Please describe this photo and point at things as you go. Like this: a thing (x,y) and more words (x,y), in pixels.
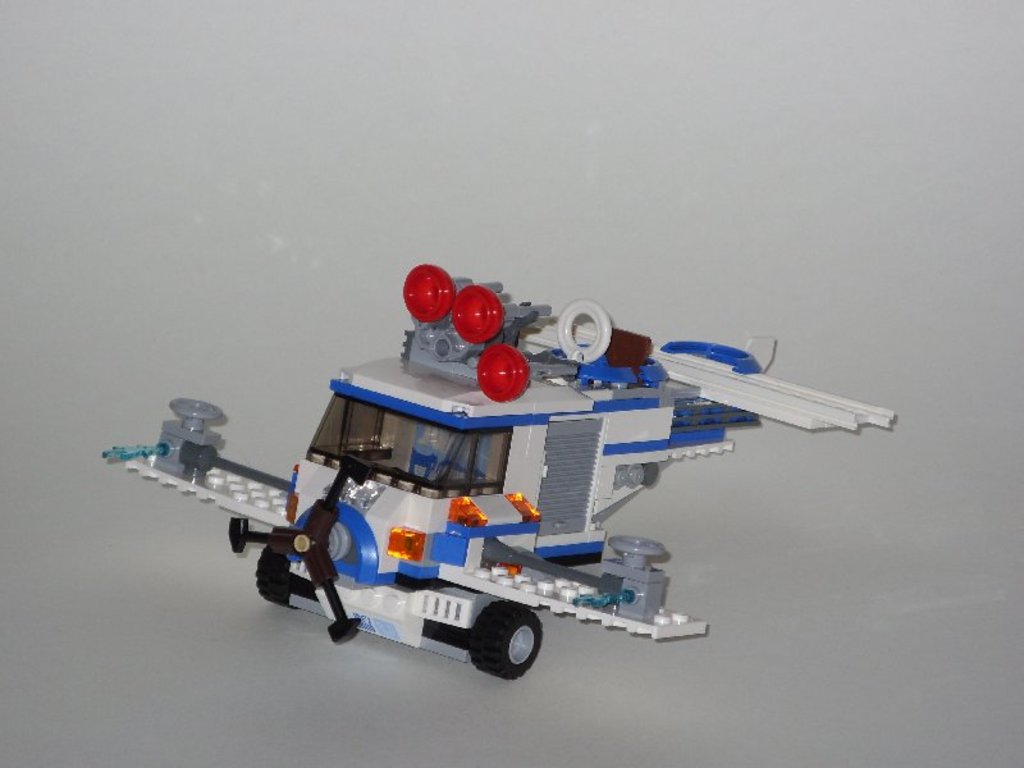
In this image, in the middle (588,429), we can see a toy vehicle (709,403). In the background (924,163), we can see white color.
